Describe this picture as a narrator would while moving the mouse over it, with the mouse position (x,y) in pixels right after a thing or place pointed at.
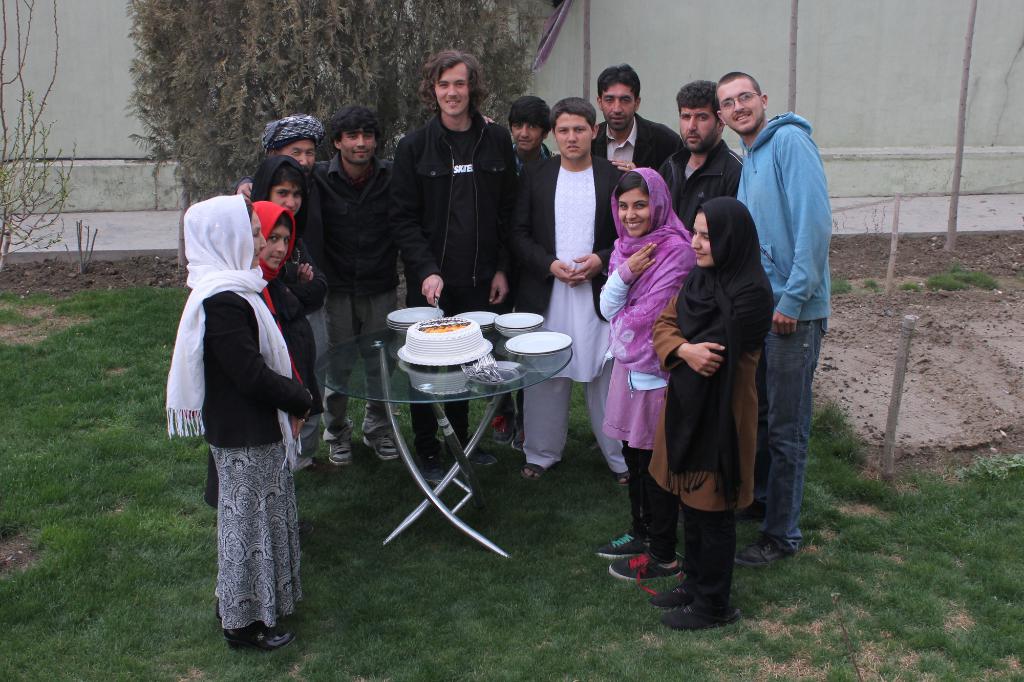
These persons (385,173) are standing. We can see cake (427,343), plates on the table (414,371). On the background (603,51) we can see wall (618,24), trees (292,57). This is grass (114,467).
